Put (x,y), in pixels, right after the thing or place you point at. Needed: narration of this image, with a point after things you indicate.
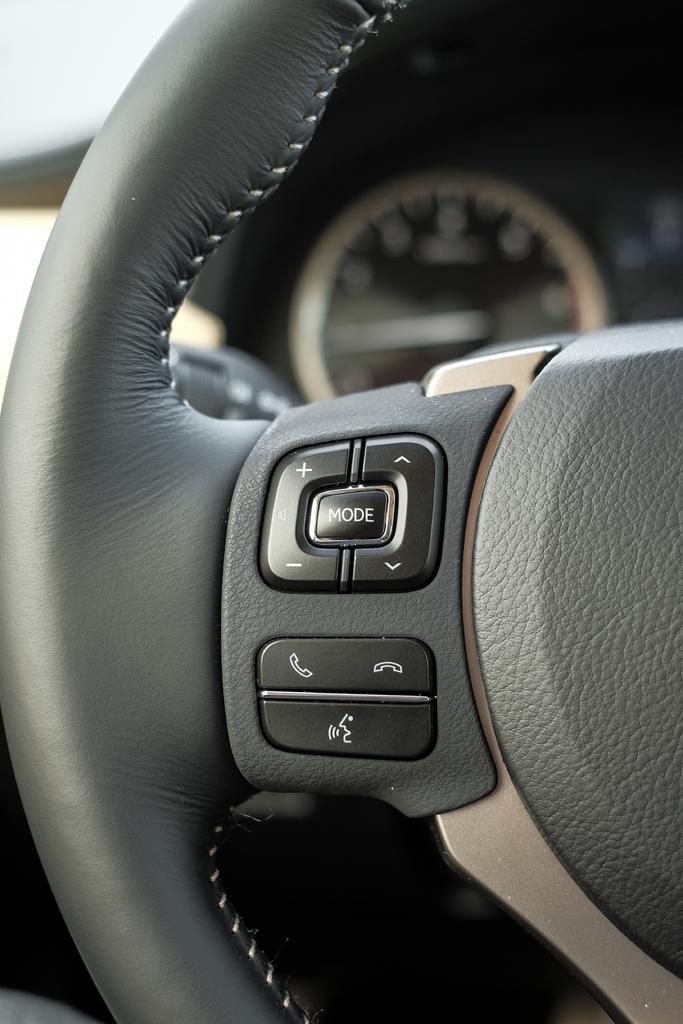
In this image we can see a steering (395,636) with buttons (281,662). This is car gauge (447,238).
